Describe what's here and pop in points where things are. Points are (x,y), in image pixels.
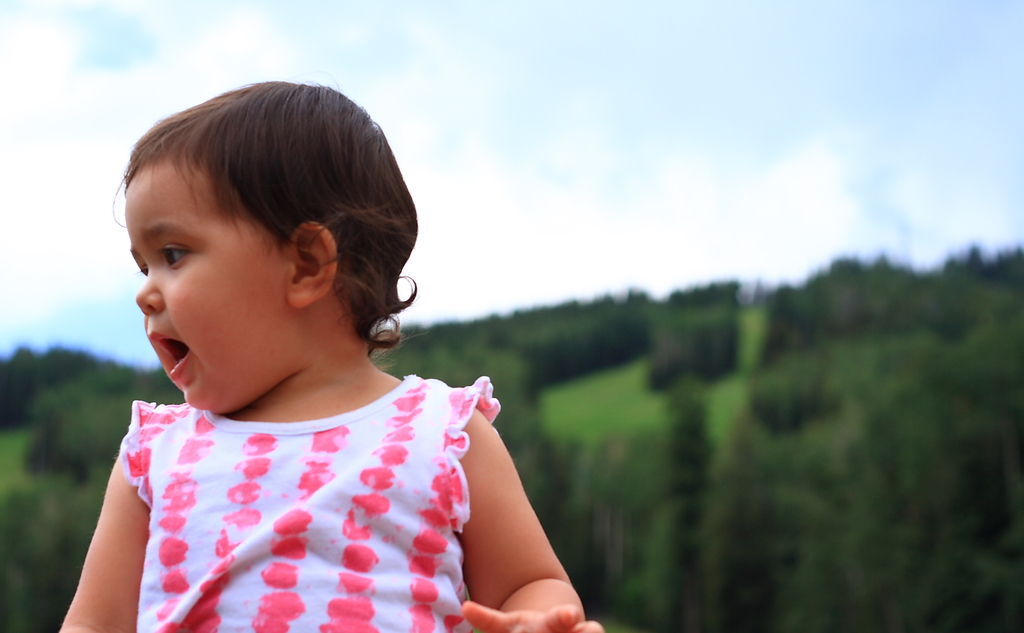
In this image we can see a child (287,505). In the background (704,385) it is green. Also there is sky (550,74).
